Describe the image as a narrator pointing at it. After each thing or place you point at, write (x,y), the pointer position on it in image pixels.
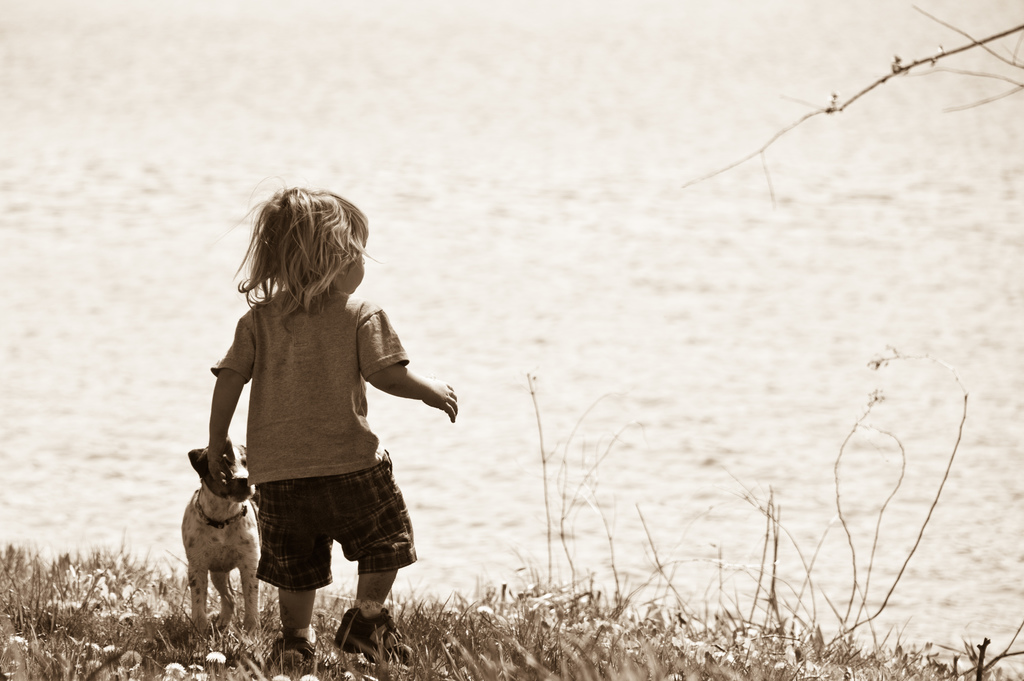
This looks like a black and white picture. I can see a boy (290,476) standing. This is a small puppy (222,512). This is a grass (325,673) with small flowers (177,667). At background (974,44) I can see a stem (916,65) and this looks like a water (686,243).
